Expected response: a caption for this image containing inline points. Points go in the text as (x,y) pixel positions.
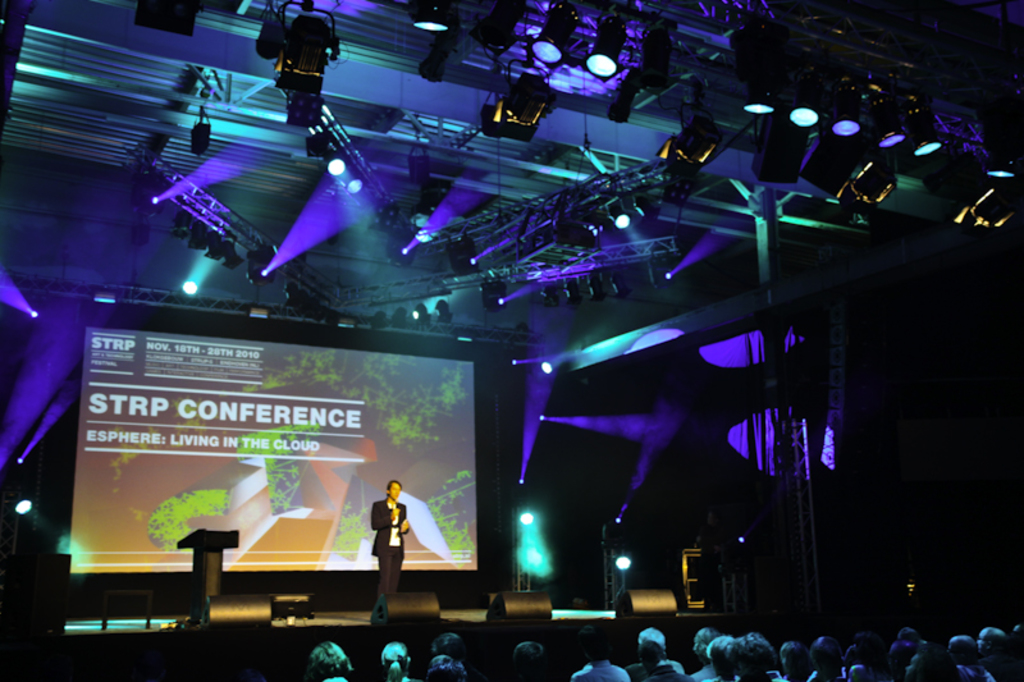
In this picture there is a man (382,505) standing on the stage (259,635) and we can see devices (253,607), screen (411,458), podium (205,582) and lights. These are audience (334,679). At the top of the image (428,17) we can see focusing lights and rods (576,257). In the background of the image (803,413) it is dark.
